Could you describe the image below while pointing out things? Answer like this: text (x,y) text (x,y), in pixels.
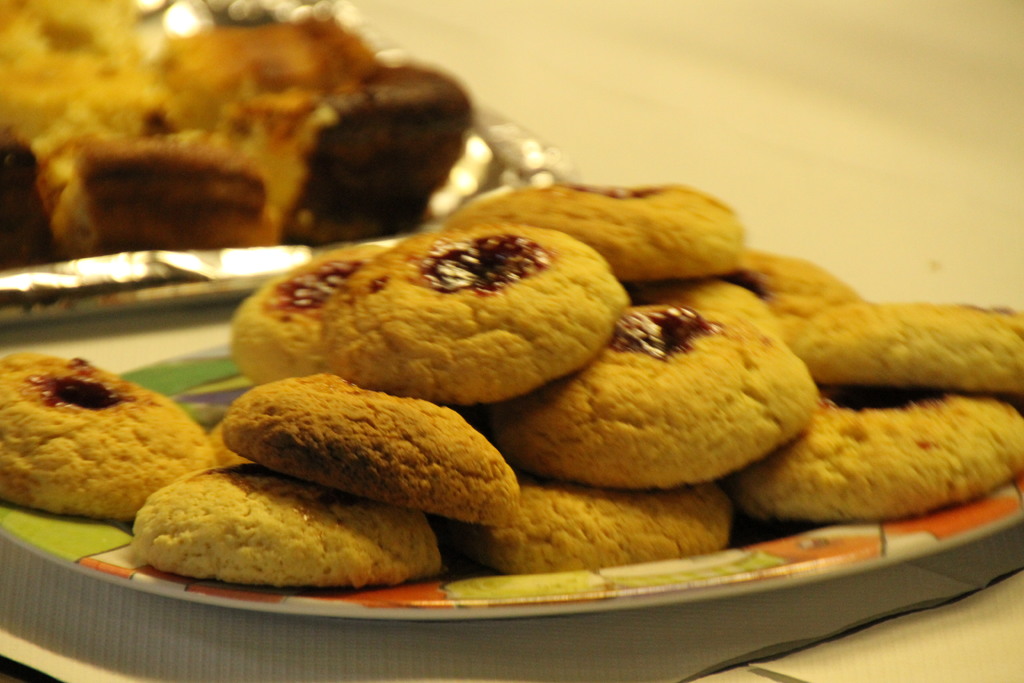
There are cookies (376,400) on the plates (353,21). And the background (763,162) is white in color.
